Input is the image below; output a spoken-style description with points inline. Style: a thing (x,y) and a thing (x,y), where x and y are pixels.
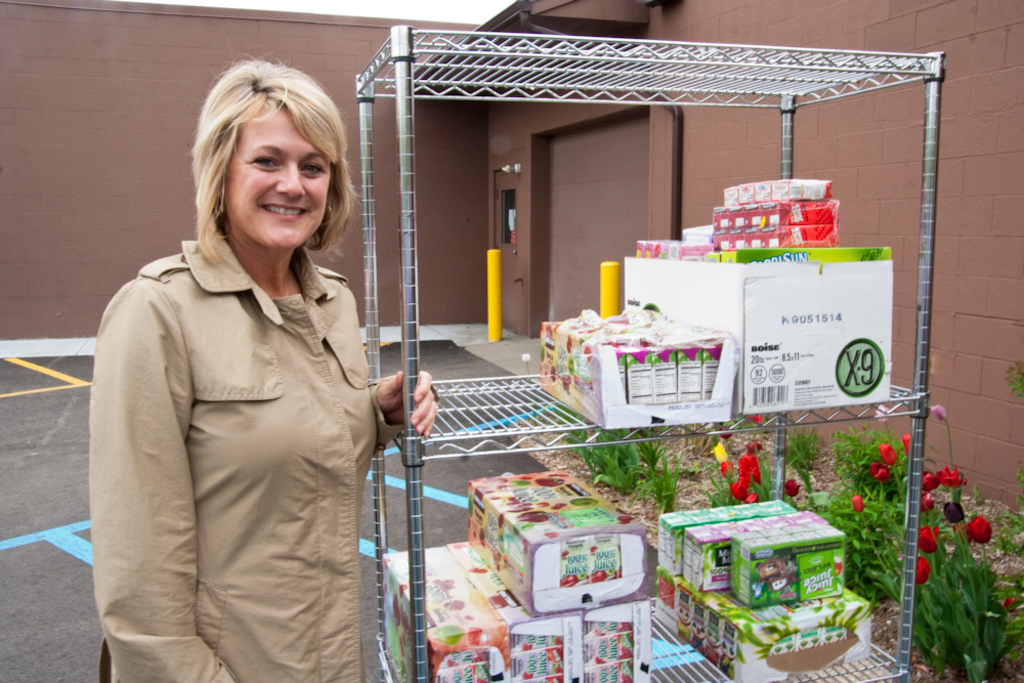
In this picture, we see the woman (315,397) is standing and she is smiling. She might be posing for the photo. Beside her, we see a rack (419,595) in which many boxes (583,552) are placed. On the right side (876,458), we see the plants (886,524) which have flowers (744,481) and these flowers (798,485) are in red, yellow and pink color. Beside that, we see a brown wall (884,182). At the bottom (29,601), we see the road (45,545). In the background (376,155), we see the brown wall (378,173) and the yellow poles (489,301).
